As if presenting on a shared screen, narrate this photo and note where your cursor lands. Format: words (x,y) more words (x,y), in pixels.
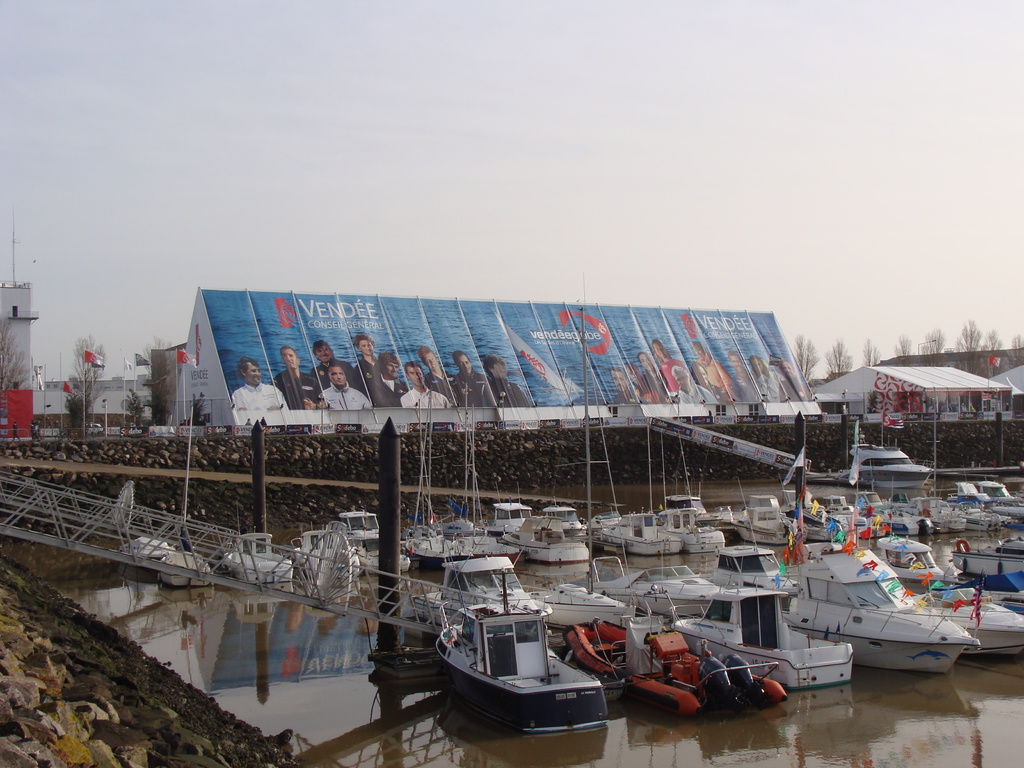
Here in this picture we can see number of boats (603,524) present in the water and on the right side (918,406) we can see sheds (884,407) present and in the middle (547,373) we can see banners (230,323) present on the shed (672,398) and we can also see plants (77,409) and trees (973,351) present in the far and we can also see buildings (11,325) and we can see the sky (53,281) is cloudy.
